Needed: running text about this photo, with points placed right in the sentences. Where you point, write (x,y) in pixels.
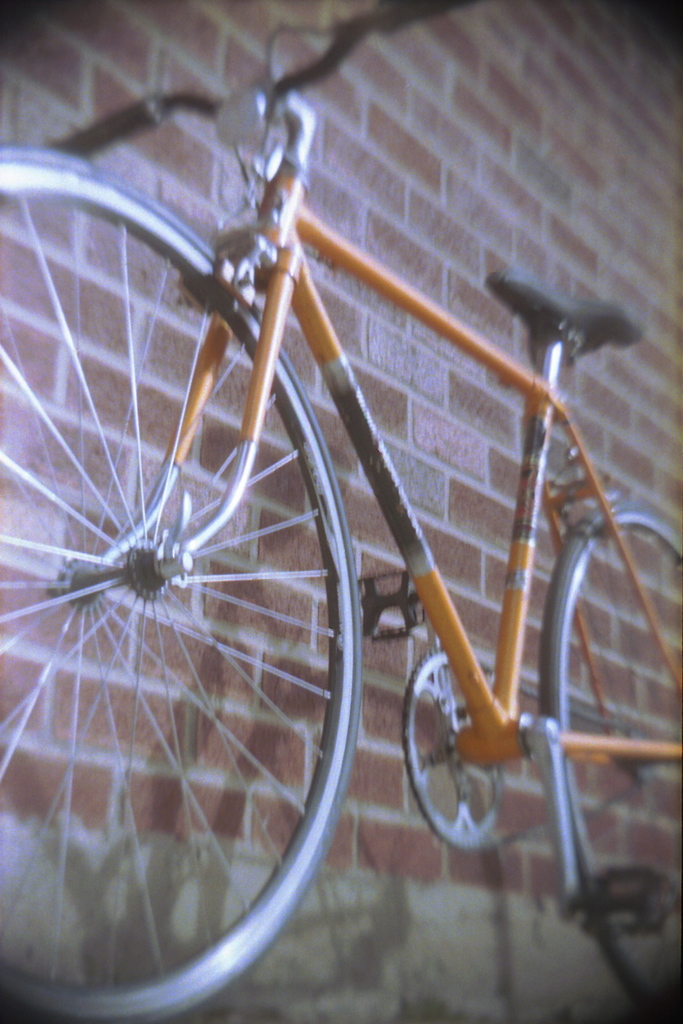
In this picture I can see a bicycle (261,938), and in the background (444,153) there is a wall (363,225).
